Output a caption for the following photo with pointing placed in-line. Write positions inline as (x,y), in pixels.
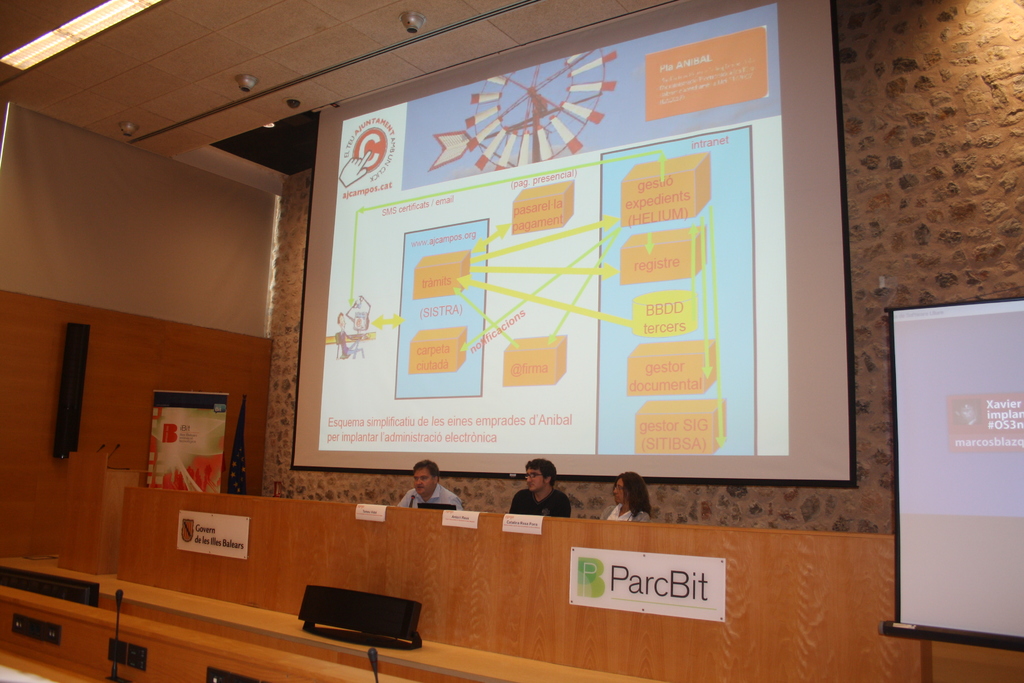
In this image I can see few persons (542,471) sitting in front of a desk (472,529) and on the desk (482,517) I can see few objects (464,515) and few microphones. I can see few boards (633,581) attached to the desk (333,511). I can see two huge screens (630,305), the wall (925,215), the ceiling (402,51), few lights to the ceiling (167,73), a flag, few speakers (70,410) and few microphones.
